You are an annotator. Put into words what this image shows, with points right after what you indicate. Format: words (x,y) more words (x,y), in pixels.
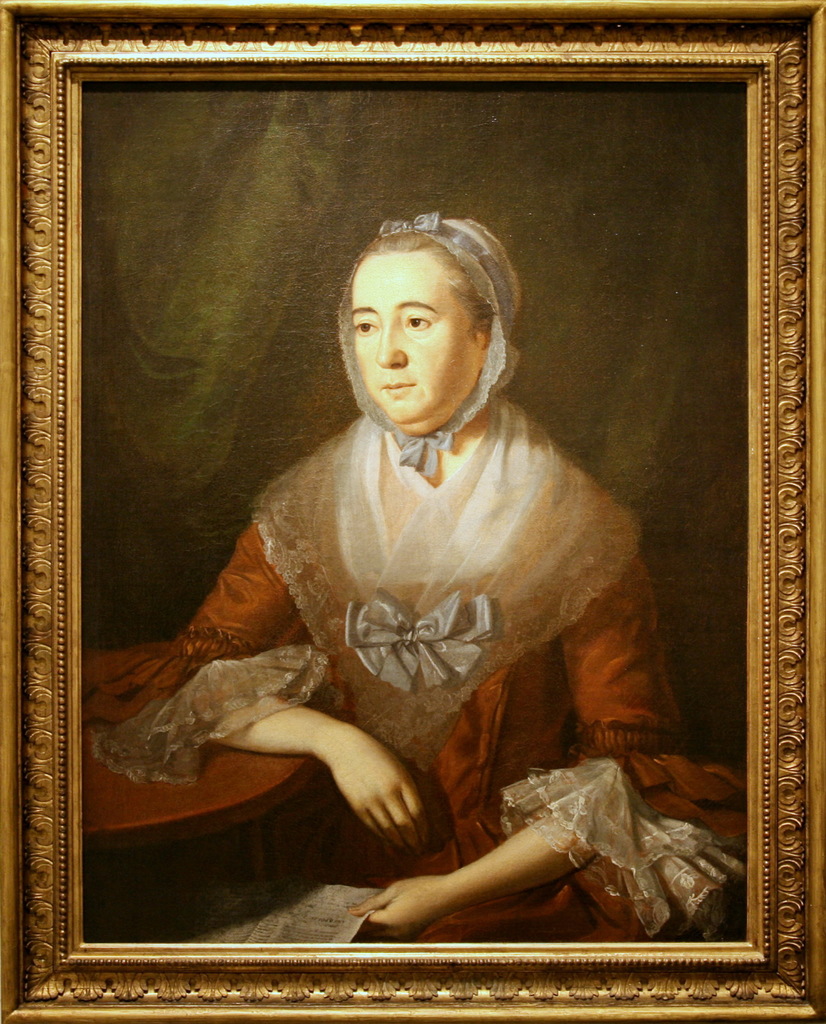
In this image we can see a frame (775,570). In frame (775,605) one lady painting (462,463) is present. She is holding paper (281,925) in her hand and she is wearing red and white color dress (484,749).
